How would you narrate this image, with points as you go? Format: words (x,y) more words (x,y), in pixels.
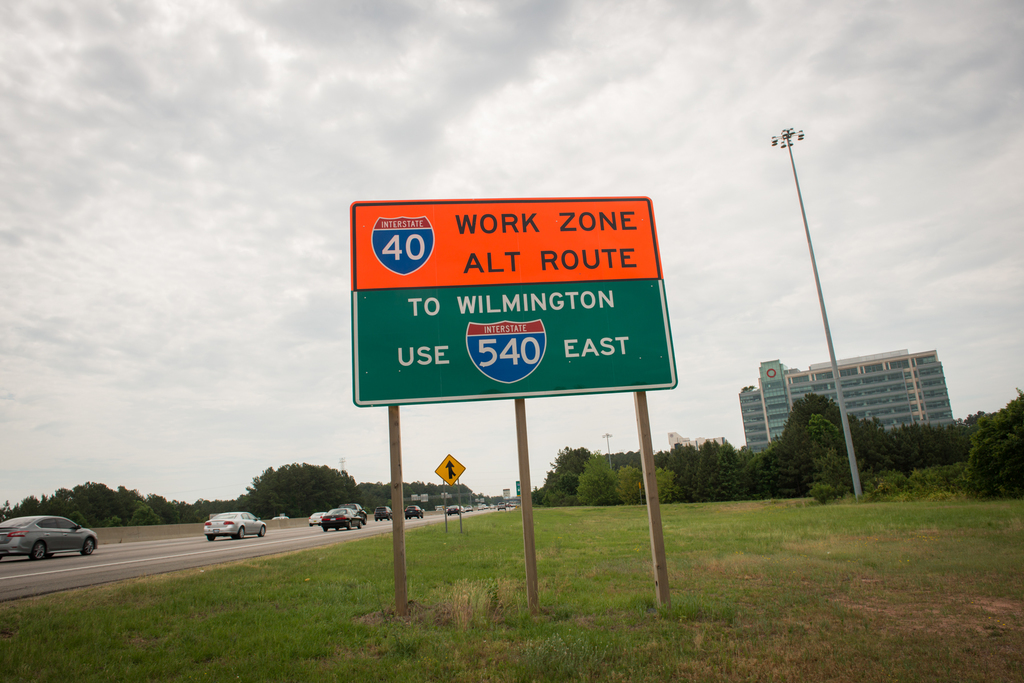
In the image there are cars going on the left side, in the front (511,398) there is board (520,234) on the grassland (546,610), in the back (821,397) there is building (889,373) with trees (734,483) in front of it and above its sky (248,119) with clouds (713,76).
